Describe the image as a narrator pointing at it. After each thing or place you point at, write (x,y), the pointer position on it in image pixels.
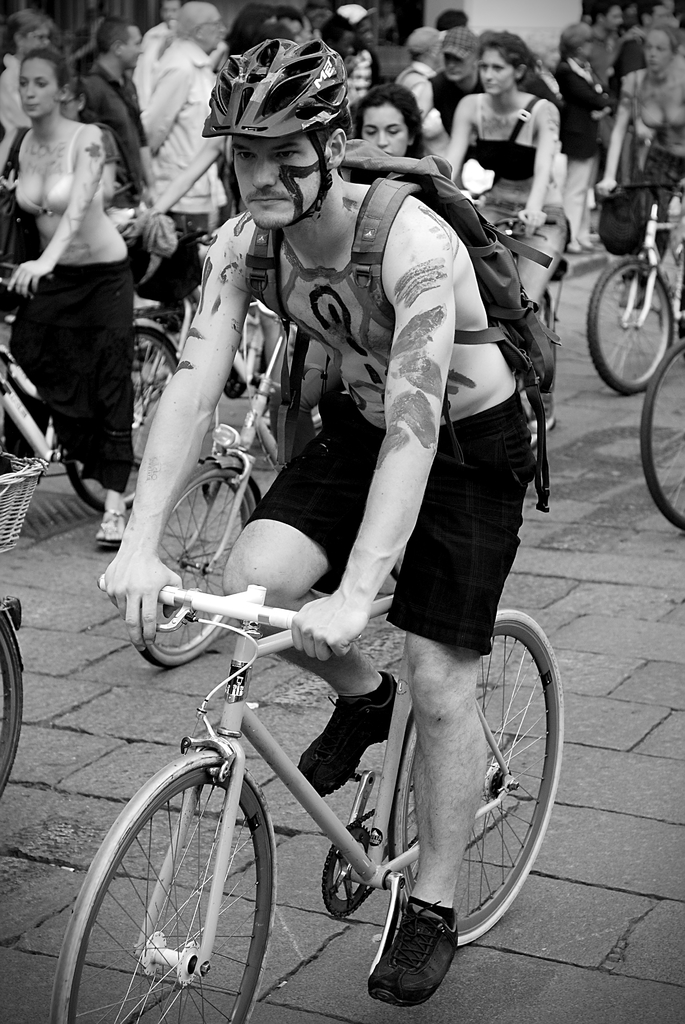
This is a black and white picture. Here we can see persons (506,430) riding bicycles (251,428) and on the background (555,83) we can see few persons (421,75) are standing.
